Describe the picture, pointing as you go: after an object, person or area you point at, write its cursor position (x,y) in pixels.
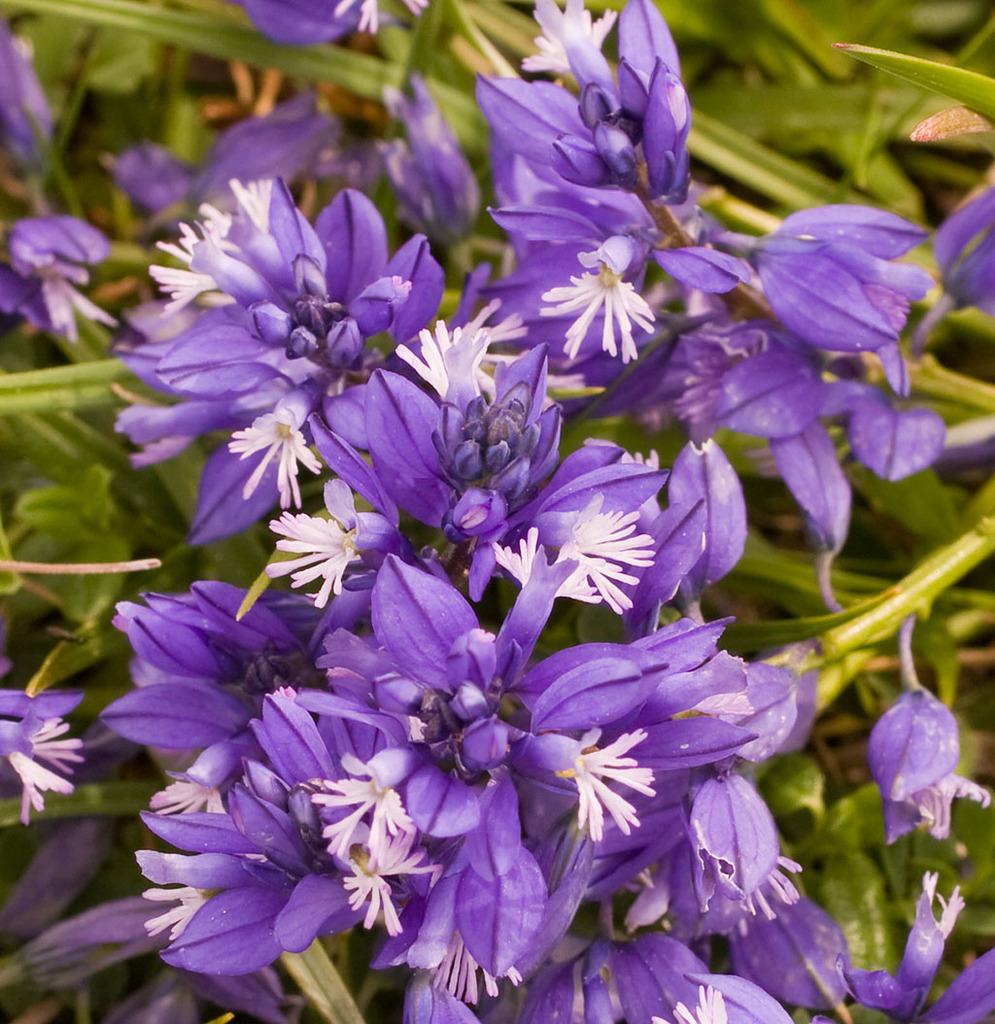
In this image, we can see flowers (596,478), flower buds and leaves (49,466). Background (46,885) we can see a blur view.
